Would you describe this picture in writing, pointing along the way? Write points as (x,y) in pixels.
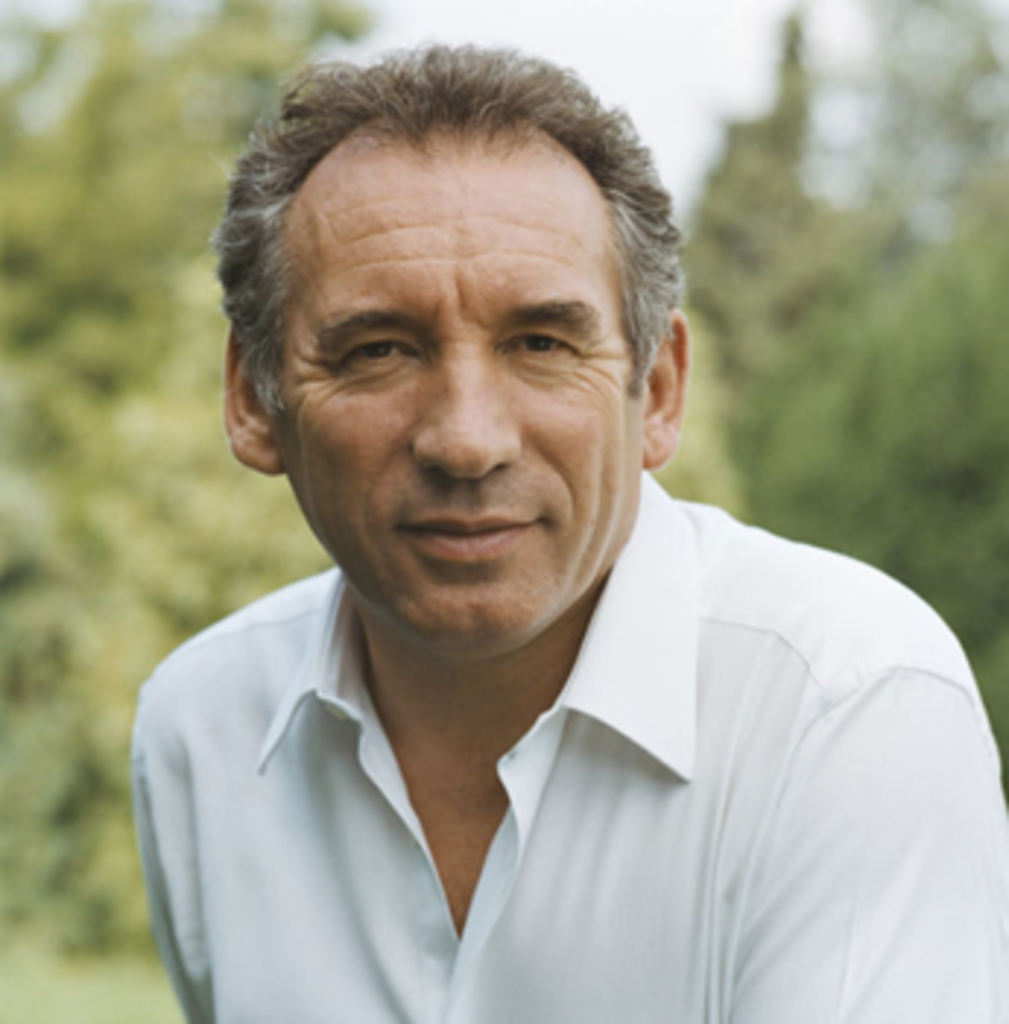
In this image we can see there is a person (478,635) wearing white shirt (541,840), behind the person (609,837) there are trees (721,399).
